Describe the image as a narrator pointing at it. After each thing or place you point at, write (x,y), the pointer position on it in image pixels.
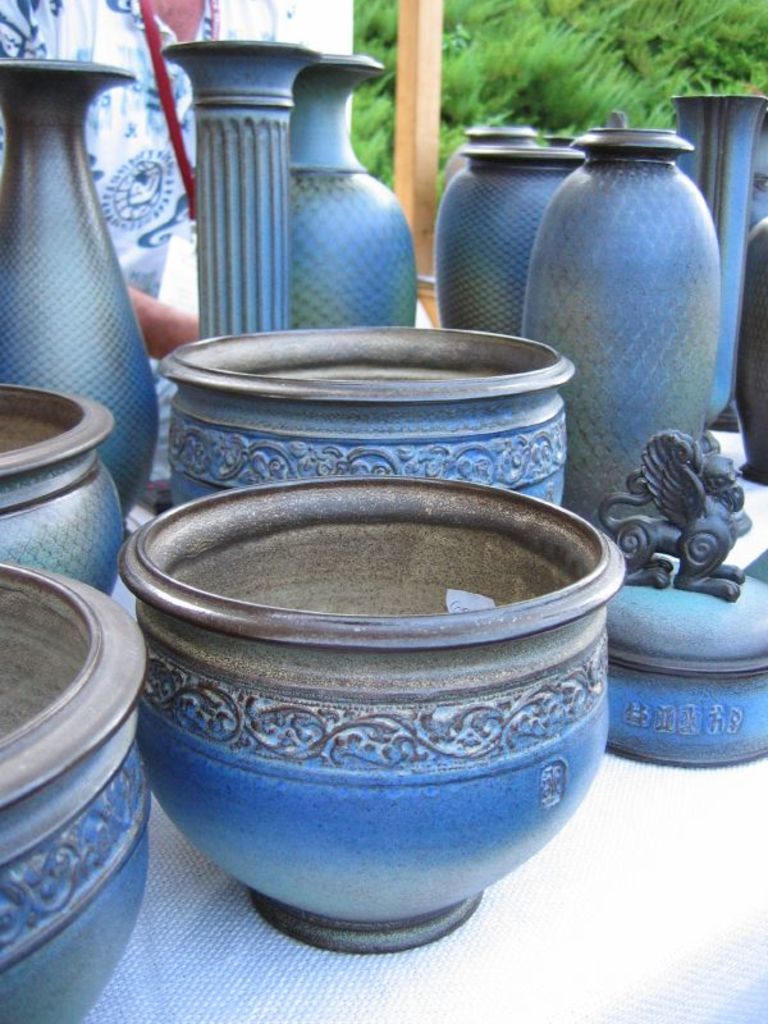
In this image there are objects (360,857) on the surface (502,923), there are objects (756,253) truncated towards the right of the image (752,351), there are objects (57,573) truncated towards the left of the image (27,619), there is a person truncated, there is a pillar (409,142) truncated, there are plants (527,66) truncated.
